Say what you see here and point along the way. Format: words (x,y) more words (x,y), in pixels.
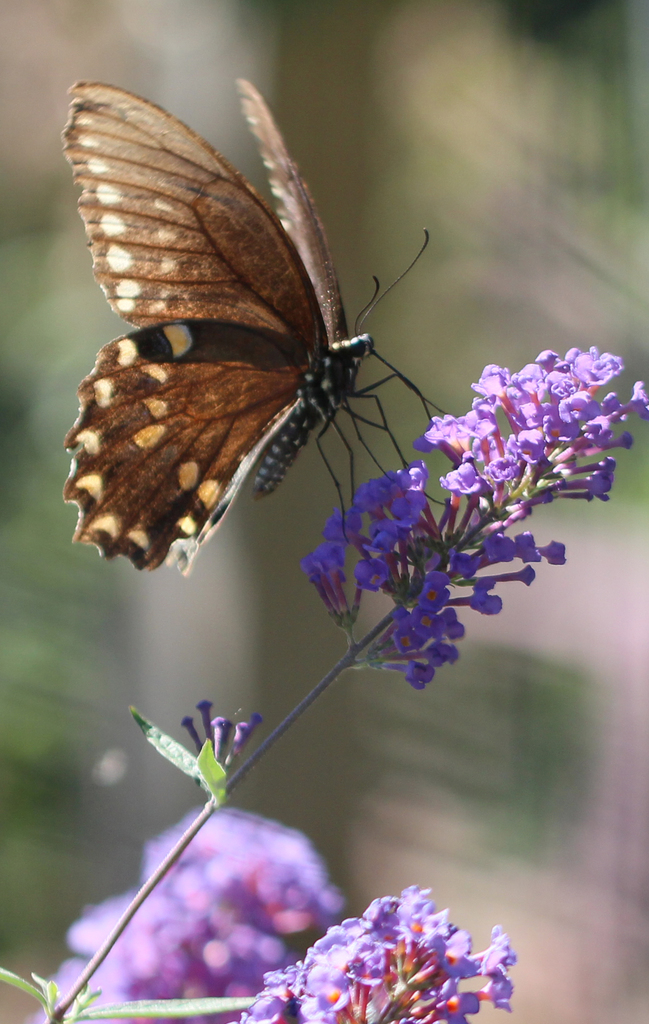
In this image we can see a butterfly (327,400), flowers (490,486) and stem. At the bottom of the image (217,902) there are flowers (324,974). In the background of the image (330,502) there is blur background (577,663).
